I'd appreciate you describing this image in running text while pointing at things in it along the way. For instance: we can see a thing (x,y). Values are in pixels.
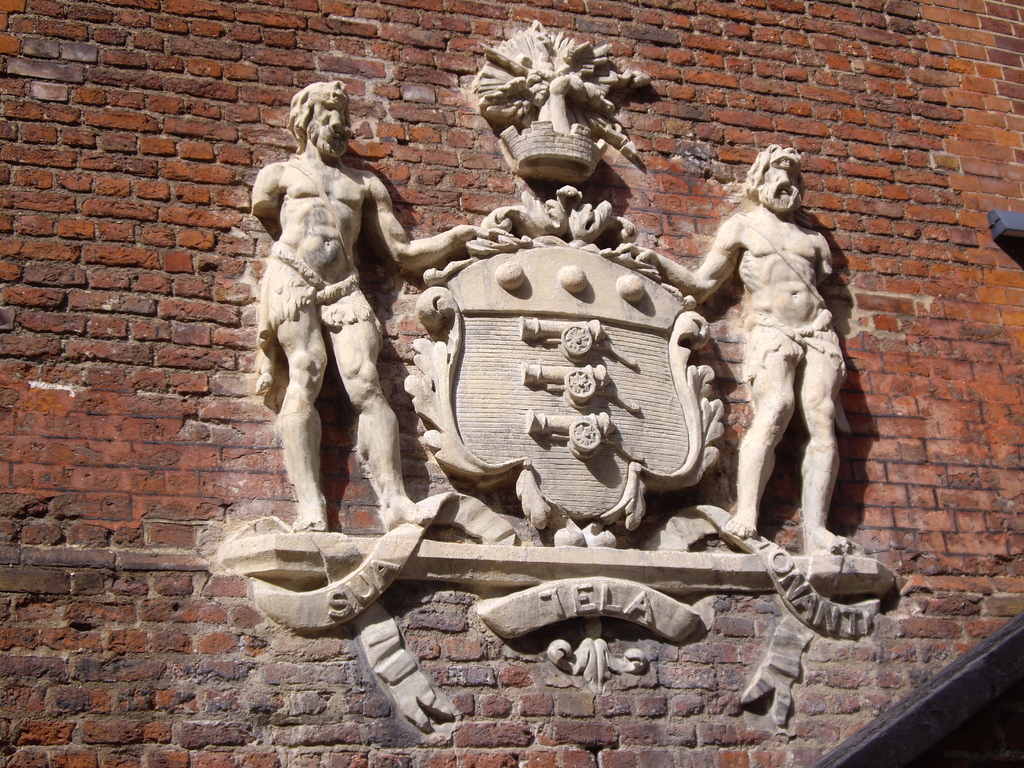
In this picture we can see a few sculptures (280,262) on a brick wall (883,498).
